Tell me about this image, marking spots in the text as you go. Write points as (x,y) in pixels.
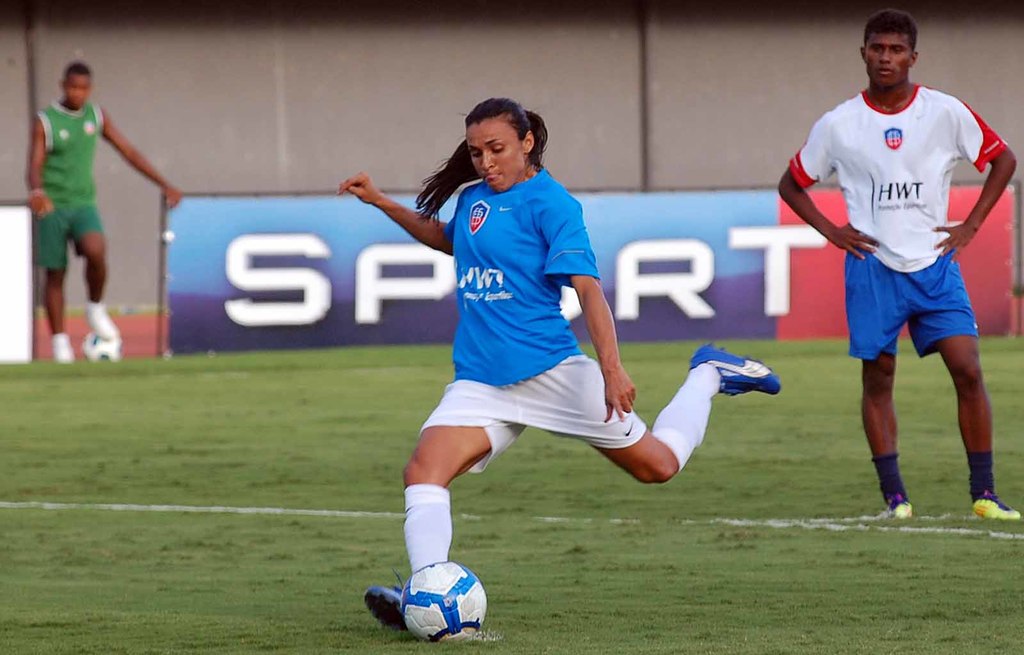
In the middle (506,313) there is a woman (503,325) she wear blue t shirt (518,348), shorts (571,400) and shoes (724,389) her hair (439,183) is long, she is playing foot ball game. On the right (884,216) there is a man (894,277) he wear white t shirt (899,182), shorts (896,286) and shoes (897,506). On the left (52,219) there is a man (57,231) he wear green t shirt (74,172), shorts (77,224) and shoes (107,331). This is a football stadium (351,370).
